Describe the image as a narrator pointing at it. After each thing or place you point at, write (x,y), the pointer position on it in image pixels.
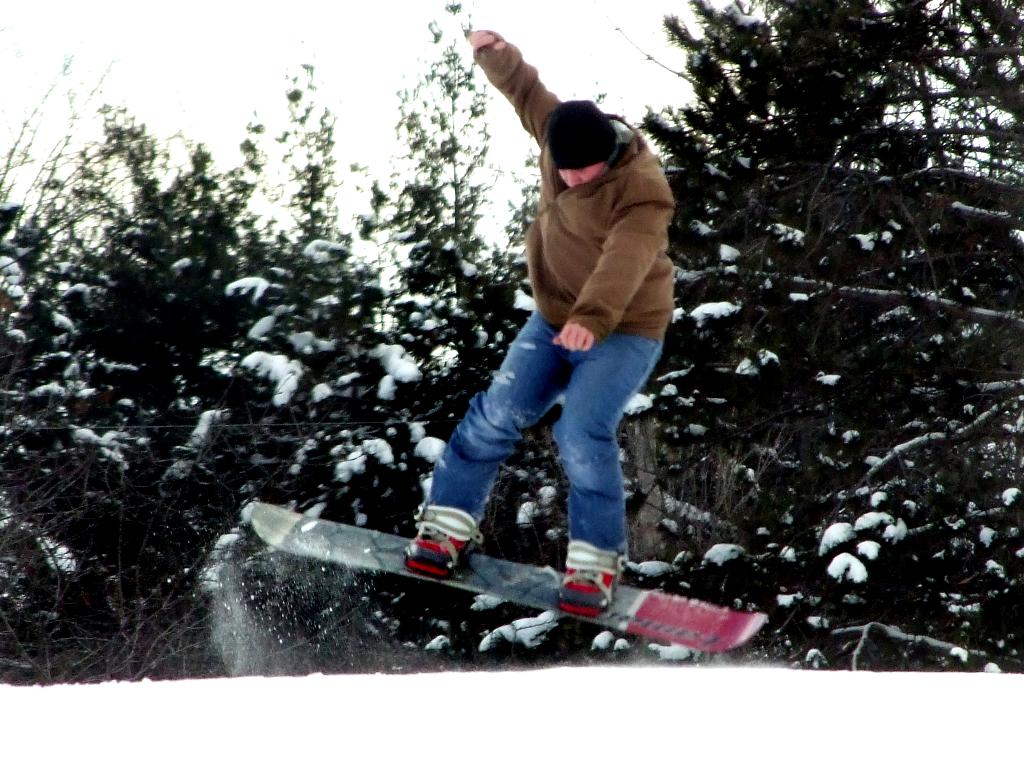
In this image we can see a person (648,348) snowboarding. In the background (966,182), we can see a group of trees (730,414) covered with snow (392,376) and the sky (230,27).
